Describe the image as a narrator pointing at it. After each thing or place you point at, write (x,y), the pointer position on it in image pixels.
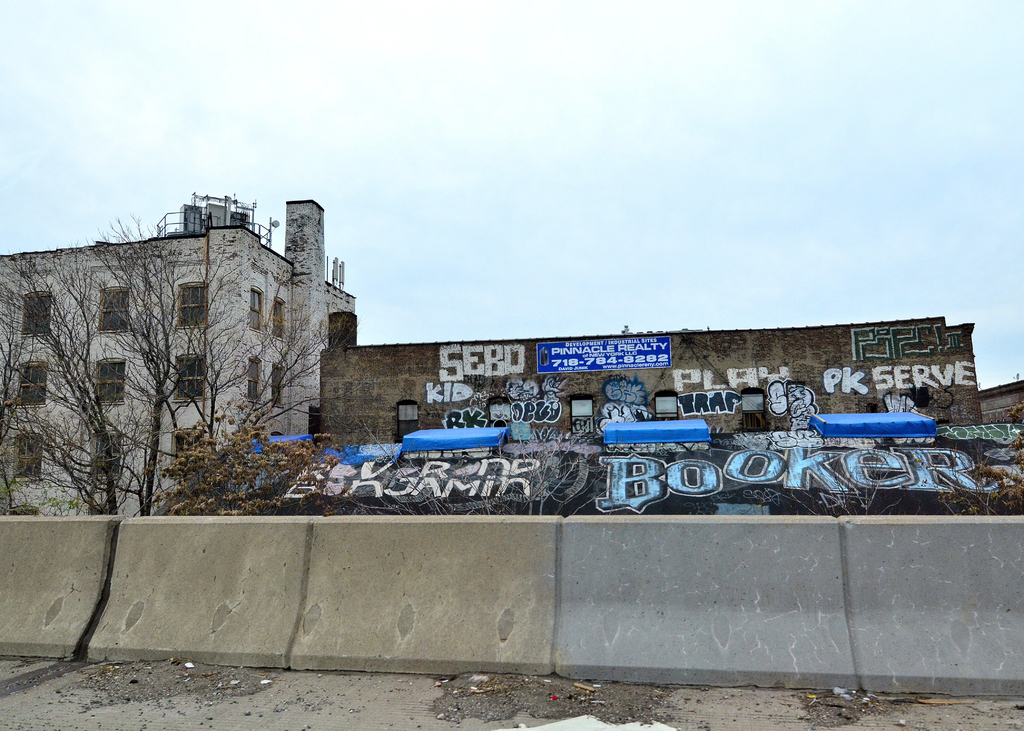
In this image there is a wall (773,531), in the background (117,472) there are trees (145,321), building (391,385) on one building (694,470) there is some text (467,350) and the sky (647,191).
